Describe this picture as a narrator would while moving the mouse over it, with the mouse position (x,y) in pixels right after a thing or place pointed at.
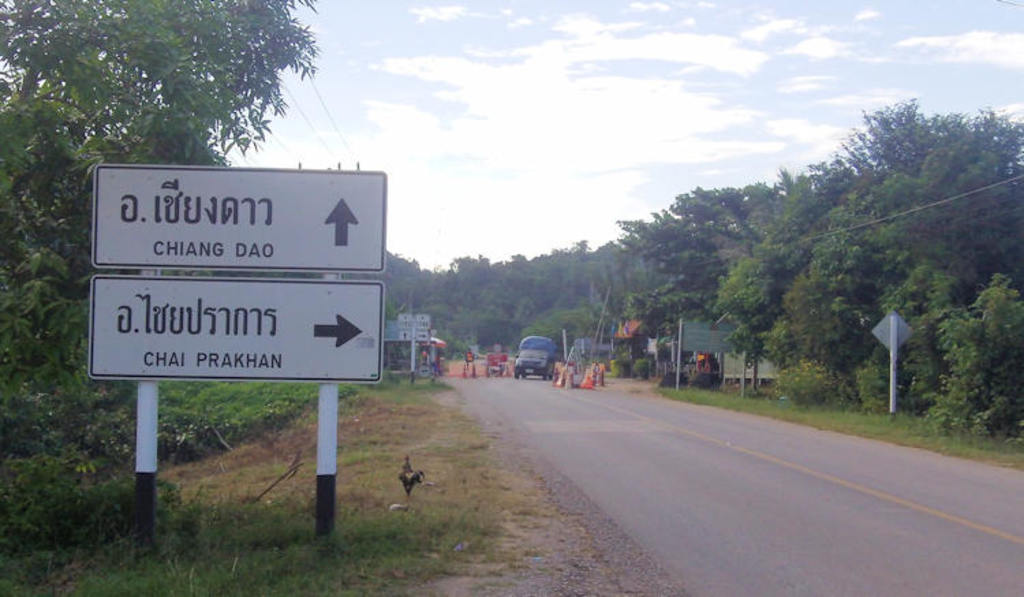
We can see boards (327,305) on poles (152,391), grass (440,502), bird (412,464) and road (686,518). In the background (523,290) we can see vehicle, traffic cones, boards (405,323), poles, plants (782,368), trees (474,344), wires (322,105) and sky (558,126) with clouds (453,253).
